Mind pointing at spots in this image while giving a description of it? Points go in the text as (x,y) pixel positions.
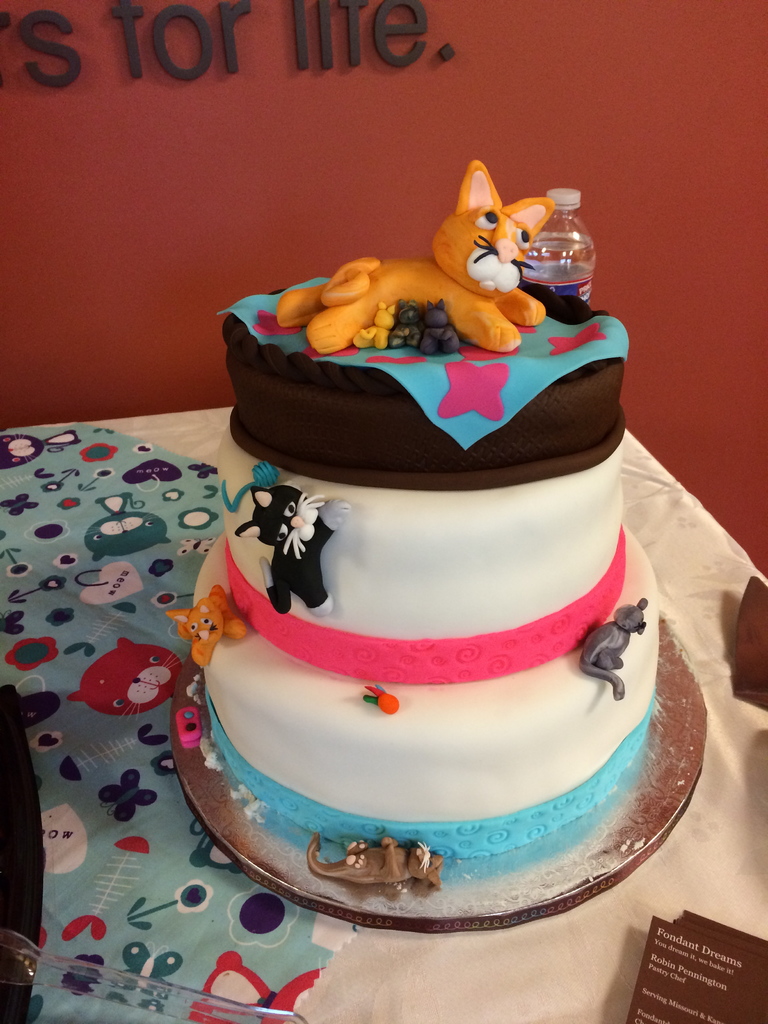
It's a beautiful cake (346,391) on this there are structures (273,573) of a cat (474,163), mouse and kitten (240,625).
